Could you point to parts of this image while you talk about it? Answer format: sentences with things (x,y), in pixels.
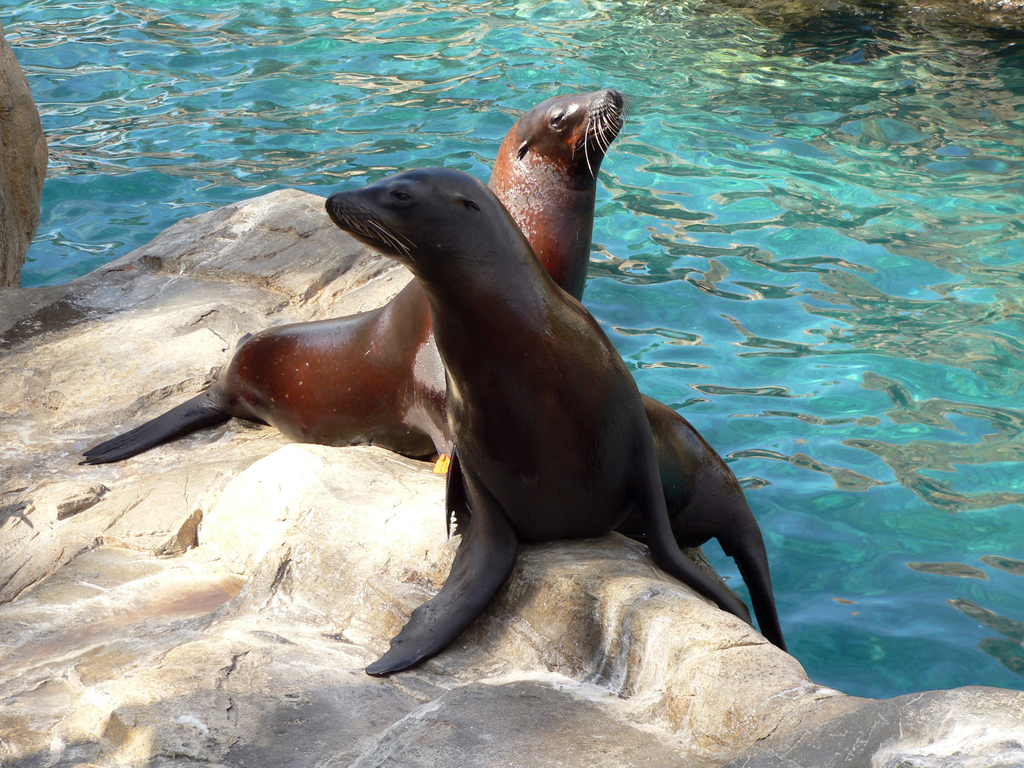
There are two sea animals (464,579) on the rock (401,582) and this is water (638,145).
